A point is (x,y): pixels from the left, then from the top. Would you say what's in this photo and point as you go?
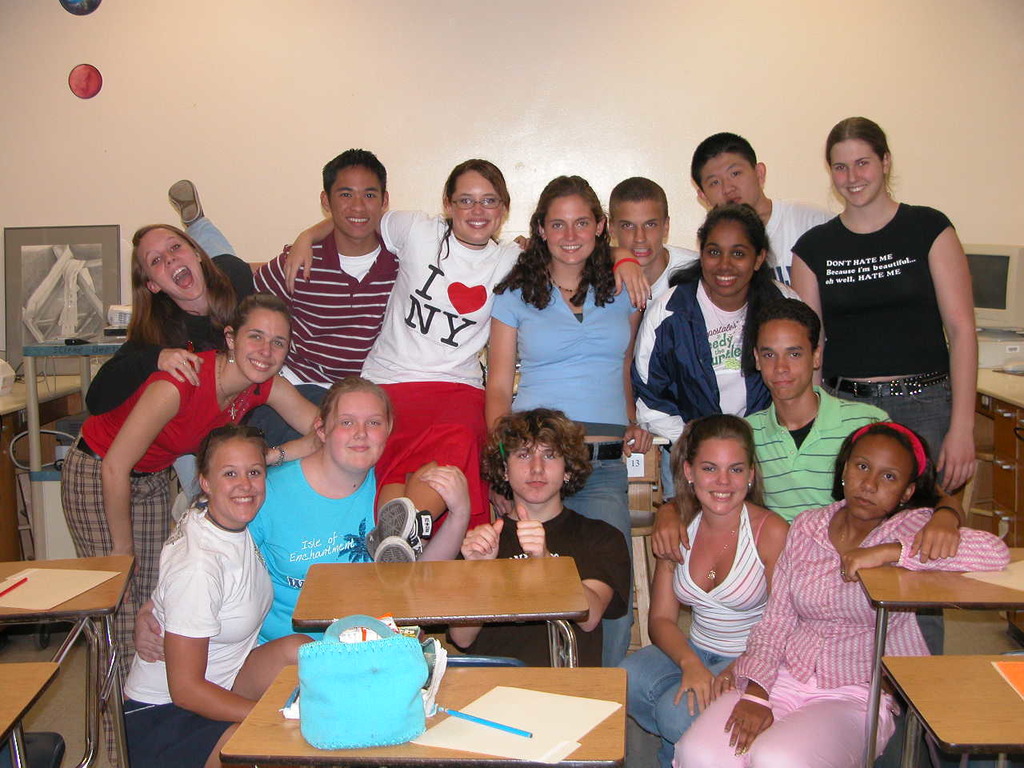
In this picture we can see a group of people (584,383) some are sitting on knees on floor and some are standing and some are bending most of them are smiling and in background (249,152) we can see wall (699,84), monitor (1010,313) on table (1001,474), frame (73,309), bag (401,677), pen (518,729), papers (553,726) on bench (482,715).
